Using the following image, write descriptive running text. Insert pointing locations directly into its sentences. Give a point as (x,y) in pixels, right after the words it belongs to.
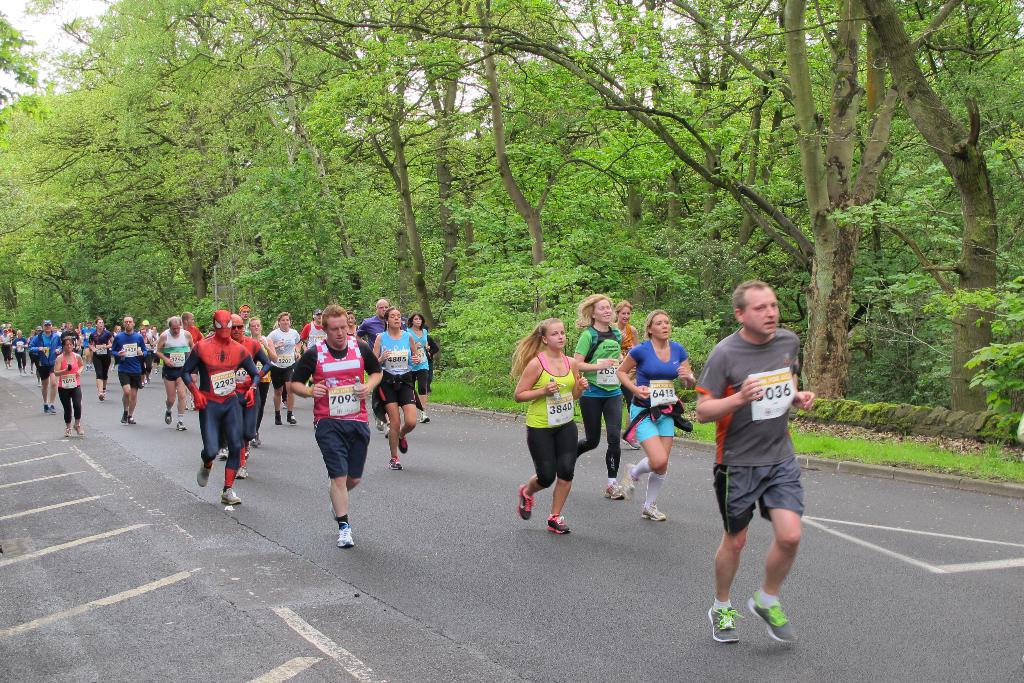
In this picture we can see so many people (247,347) are running on the road (569,607), side we can see some trees (496,253) and grass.
